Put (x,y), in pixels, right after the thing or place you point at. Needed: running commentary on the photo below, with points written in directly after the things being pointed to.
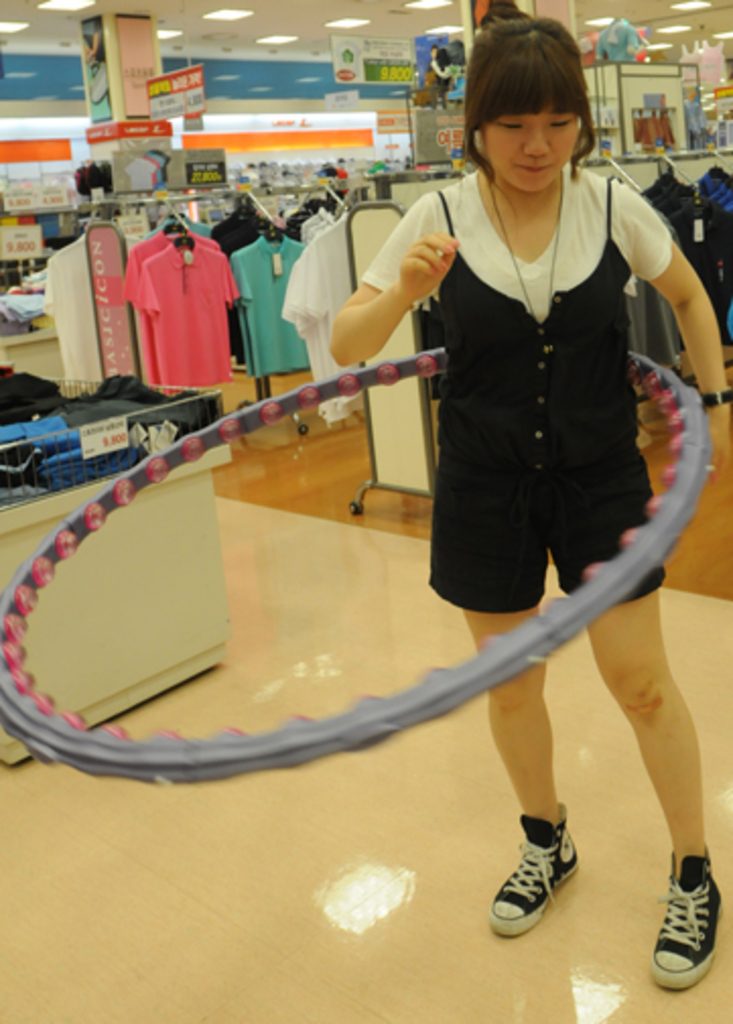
In this image we can see the inside view of a shop (383,186), there are clothes (273,271), there are pillars (108,44) towards the top of the image (146,67), there is roof (212,51) towards the top of the image (335,22), there are lights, there are boards (161,132), there is text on the boards (111,258), there is floor (243,937) towards the bottom of the image (247,928), there is a woman (582,271) standing, there is an object (47,763) around the woman (572,335).
